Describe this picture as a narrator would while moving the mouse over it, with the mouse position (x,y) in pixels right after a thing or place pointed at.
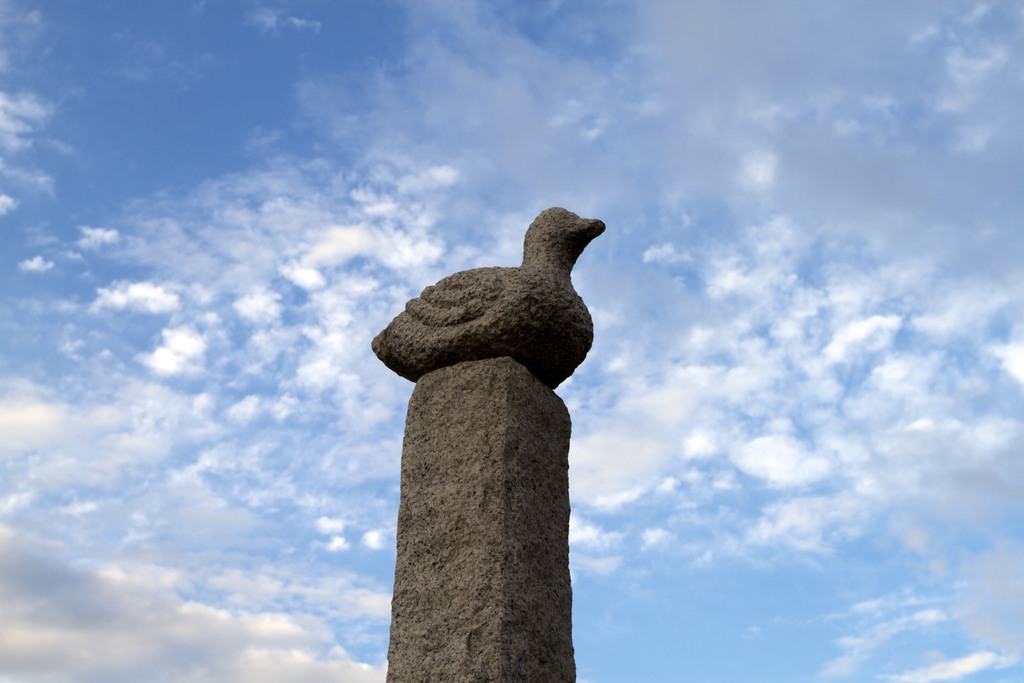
In the middle of this image (508,332), there is a statue of a bird (528,273) on a pole (448,654). In the background (944,473), there are clouds (99,444) in the blue sky (453,174).
